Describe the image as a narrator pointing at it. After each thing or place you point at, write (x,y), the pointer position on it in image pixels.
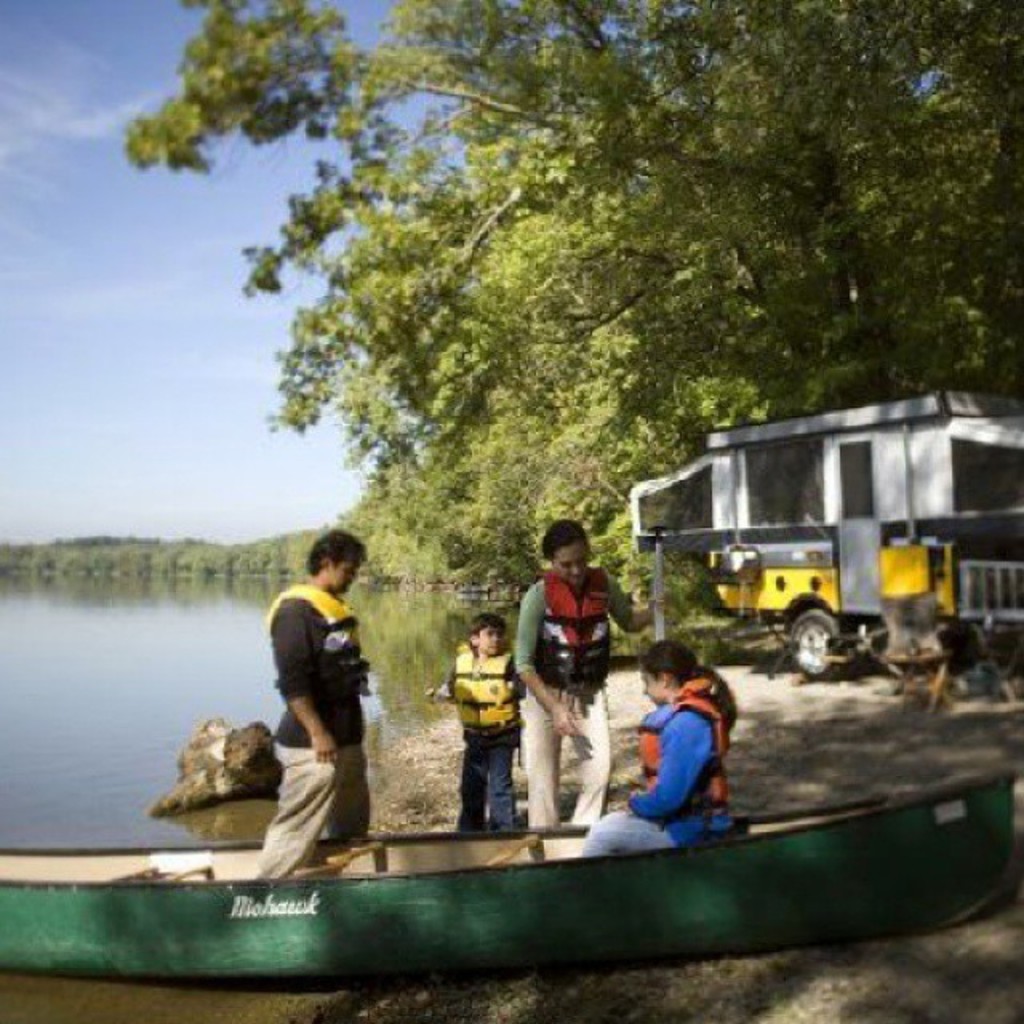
In this image, we can see people (350,656) on the boat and there are some other people (527,656) standing outside. In the background (787,469), there is a vehicle (721,480) and we can see some trees (676,247). At the bottom (109,694), there is water (134,648) and at the top (85,91), there is sky (89,117).
